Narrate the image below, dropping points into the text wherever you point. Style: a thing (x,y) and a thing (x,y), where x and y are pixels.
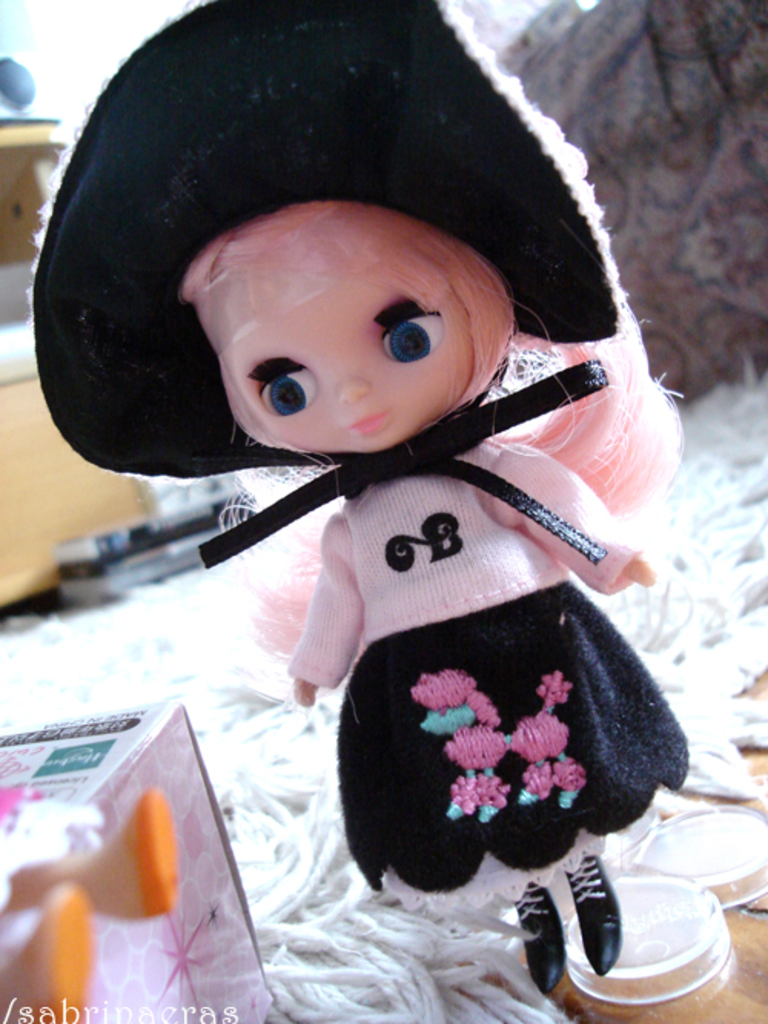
In this image in the foreground (430,564) there is one toy (490,715), and at the bottom (477,961) there are some threads (687,705) and some boxes (157,782). And in the background (35,163) there is a table (9,500) and some objects (129,549).
